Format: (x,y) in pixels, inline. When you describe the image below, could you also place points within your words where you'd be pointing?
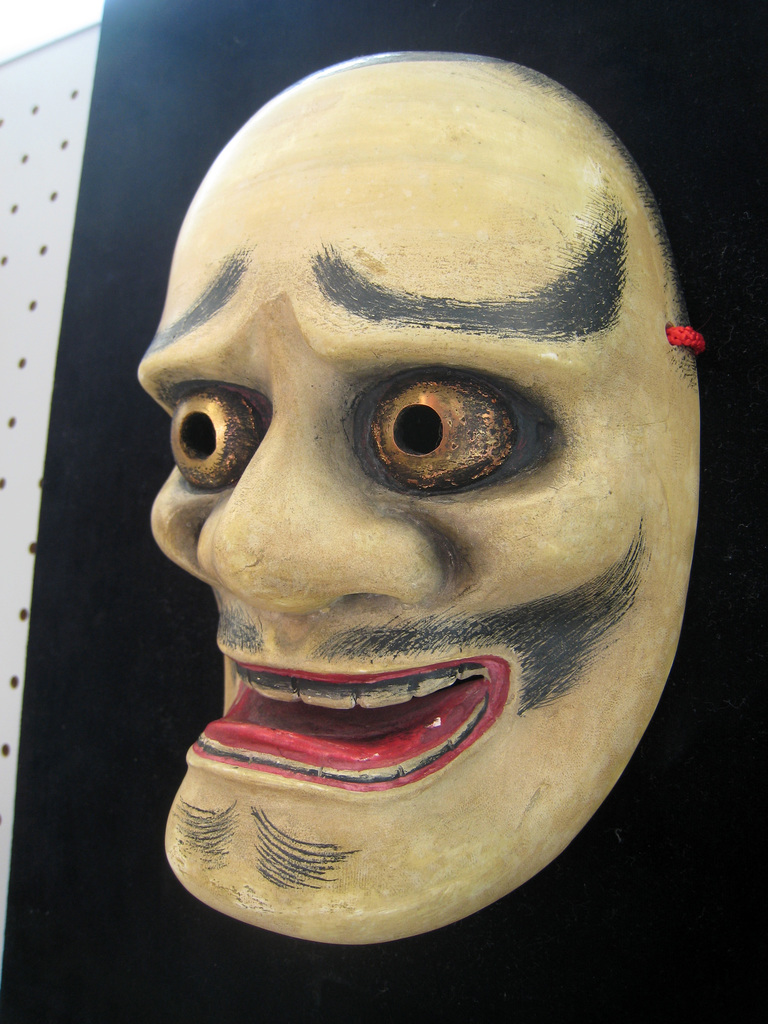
In the center of the image (399,375), we can see a mask (378,375) and in the background (120,83), we can see a black color paper (415,21).
